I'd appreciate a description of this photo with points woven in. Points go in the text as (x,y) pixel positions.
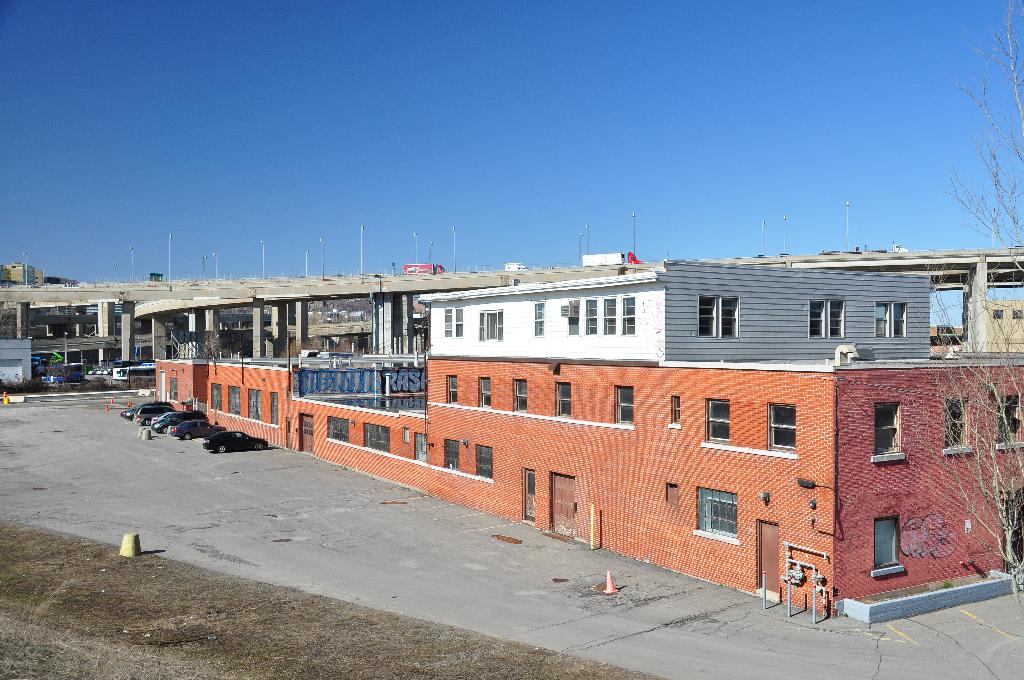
At the bottom of the picture (355,556), we see the road (355,556) and we see a stopper (609,581) is placed on the road (557,600). In the middle of the picture (420,444), we see a building (543,393) in white and red color. Beside that, we see the cars (164,420) which are parked on the road (235,469). On the right side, we see a tree (1002,551). In the background (67,382), we see vehicles (64,367) moving on the road (104,376). We see a bridge (285,307) on which vehicles (511,265) are moving. We even see street lights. At the top of the picture (391,159), we see the sky (487,132), which is blue in color.
